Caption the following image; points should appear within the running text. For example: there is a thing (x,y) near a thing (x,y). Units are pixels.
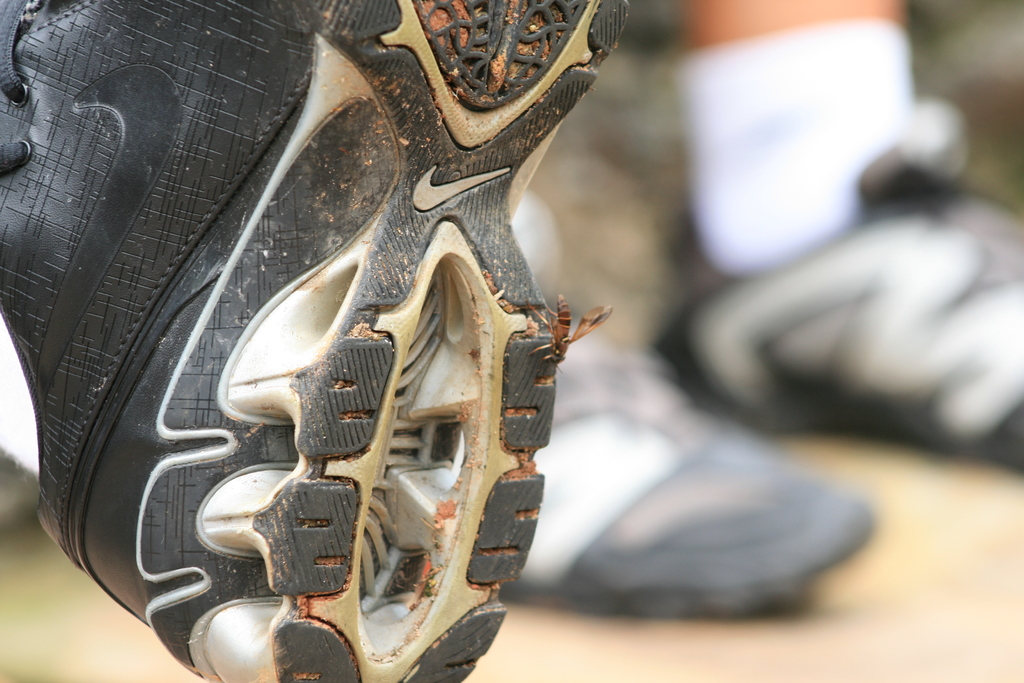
In this picture we can see a shoe (187,488) and in the background (664,366) we can see a person leg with a sock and shoes (678,369) on the ground (793,429) and it is blurry.
